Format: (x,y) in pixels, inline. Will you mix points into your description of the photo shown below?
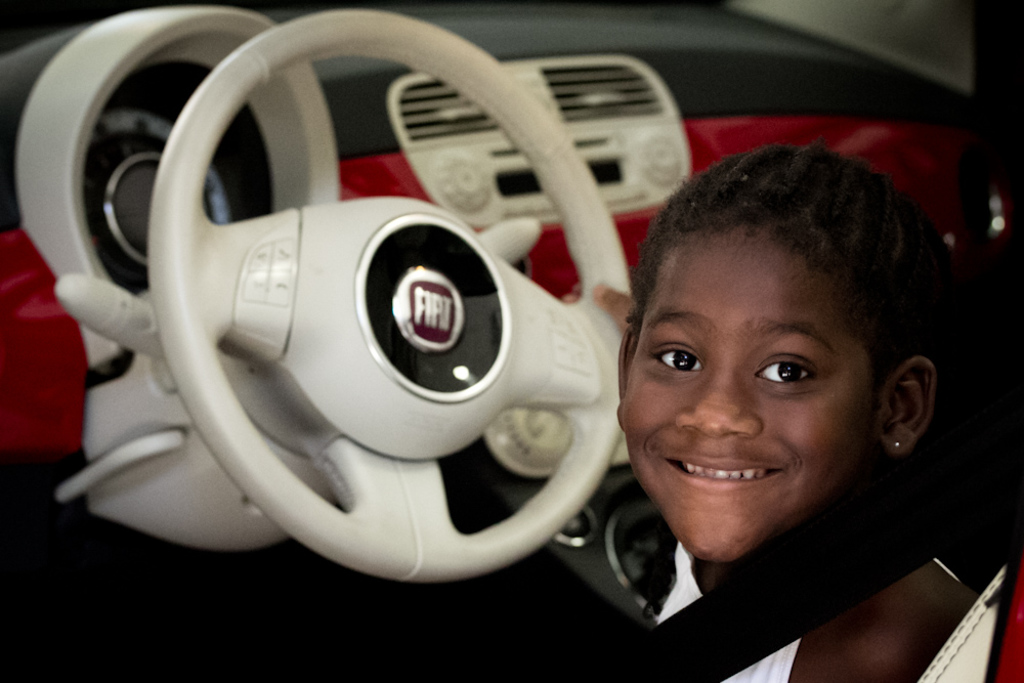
A girl (701,457) is sitting inside a car (830,596). She is smiling. She is wearing a seatbelt (794,582). She is touching the steering (412,367). And inside the car (590,93) there is an AC (600,101). And we can see a meter (119,155).
